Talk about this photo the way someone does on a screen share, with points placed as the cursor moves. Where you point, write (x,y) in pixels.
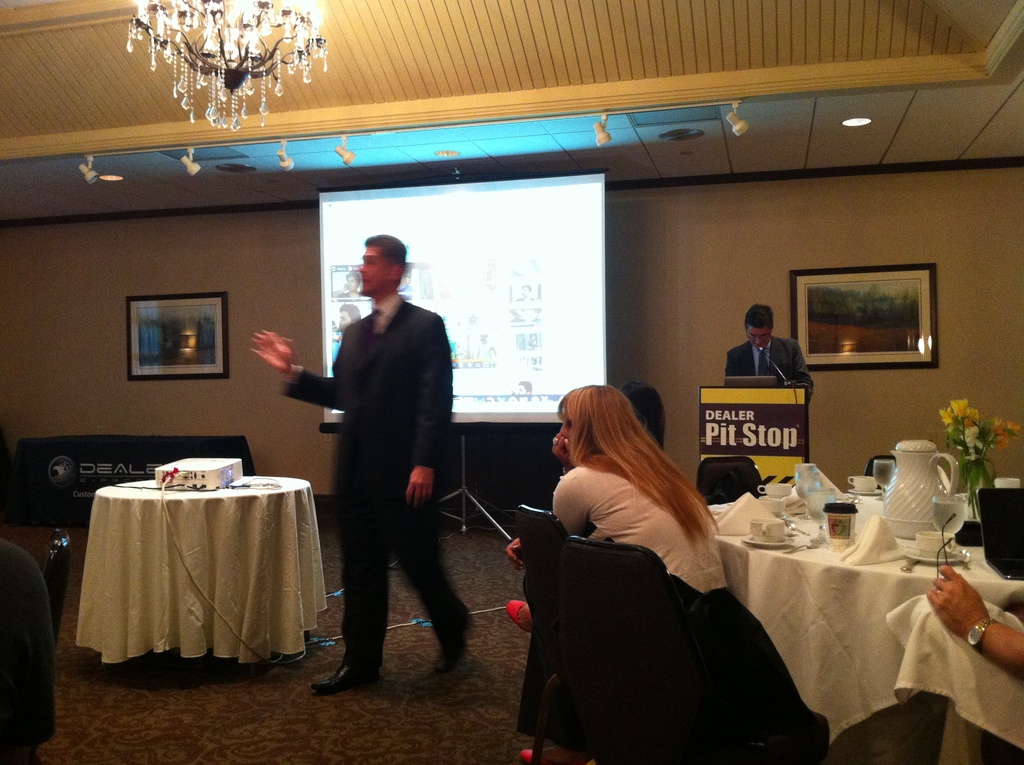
In this image the man (342,405) is standing on the floor (326,626) and explaining beside him there is a projector (222,481) which is kept on the table (176,499). To the right side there is another man (758,370) who is near the podium (761,420) looking into the laptop (753,378). To the right side (789,554) bottom there is a table (802,554) on which there is jug (906,481), glass (950,502), flower vase (969,483), cup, tissue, jar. On the top (229,47) there is chandelier (203,75). At the background (92,263) there is a wall (75,291) and a photo frame (203,328) which is kept on it.
